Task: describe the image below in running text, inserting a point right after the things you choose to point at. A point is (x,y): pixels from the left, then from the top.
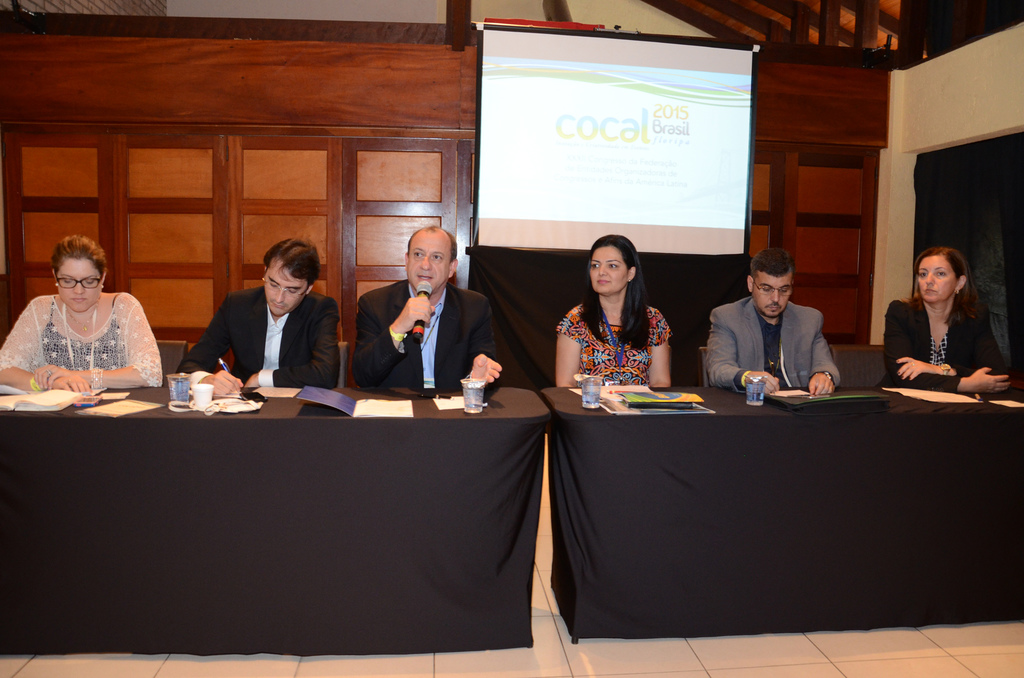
In this picture there are six members (642,332) sitting in front of a tables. On the table (431,404) there are some papers (157,403) glasses (179,388) and files (637,401) are placed here. There are men (201,352) and women (642,347) in this group (895,344). In the Background (570,198) there is a projector display screen (591,137) and a wooden wall (271,163) here.
